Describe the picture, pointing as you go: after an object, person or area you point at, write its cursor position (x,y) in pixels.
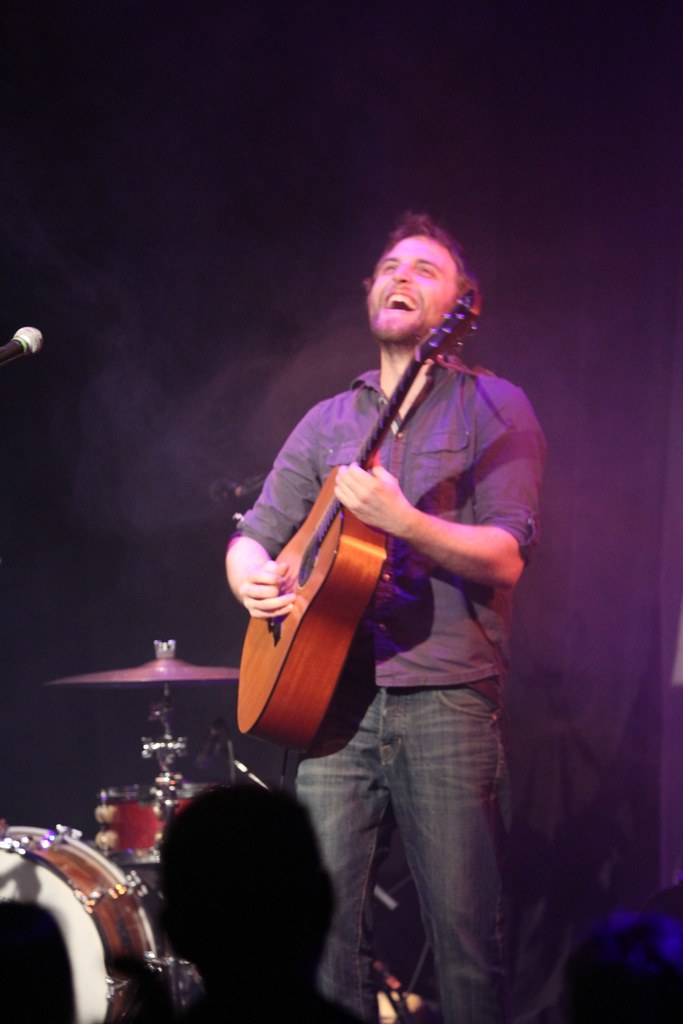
This image is taken during night time on the stage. In this a person (491,502) standing in a middle and playing a guitar (344,555) and having a smile on his face (419,314). In the left bottom (227,817), musical instruments (93,858) are kept and persons head (253,912) is visible.
